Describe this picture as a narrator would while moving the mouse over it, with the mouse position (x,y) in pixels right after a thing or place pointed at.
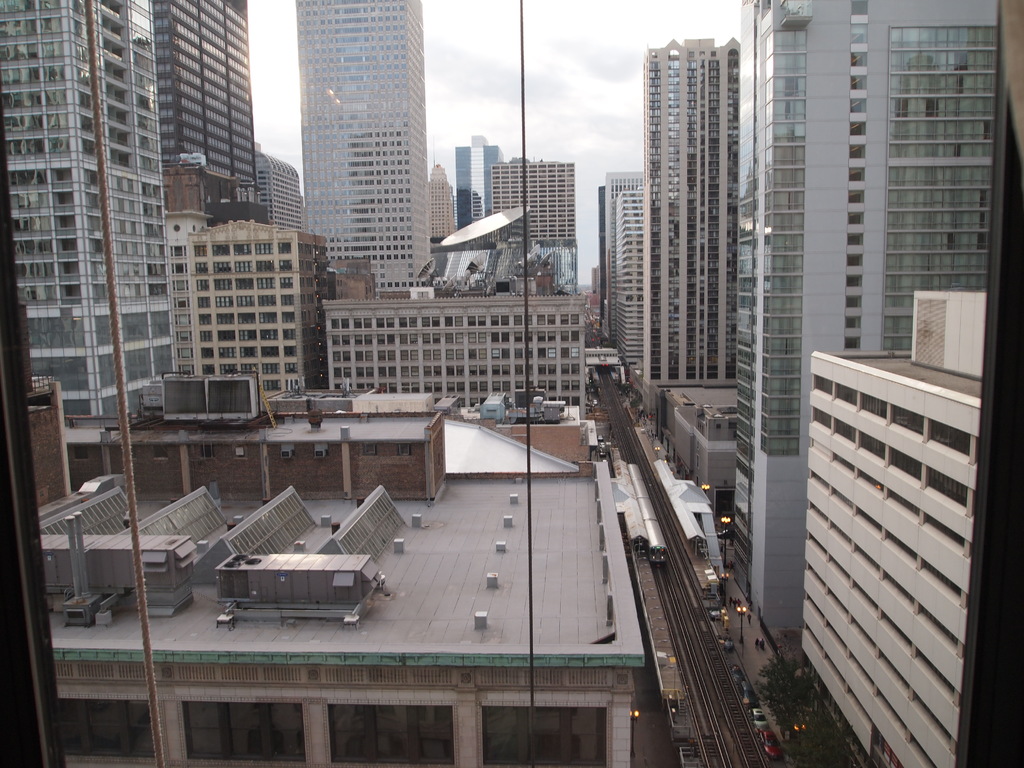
These are buildings (537,291) with the windows (908,457), this is sky (603,97).
